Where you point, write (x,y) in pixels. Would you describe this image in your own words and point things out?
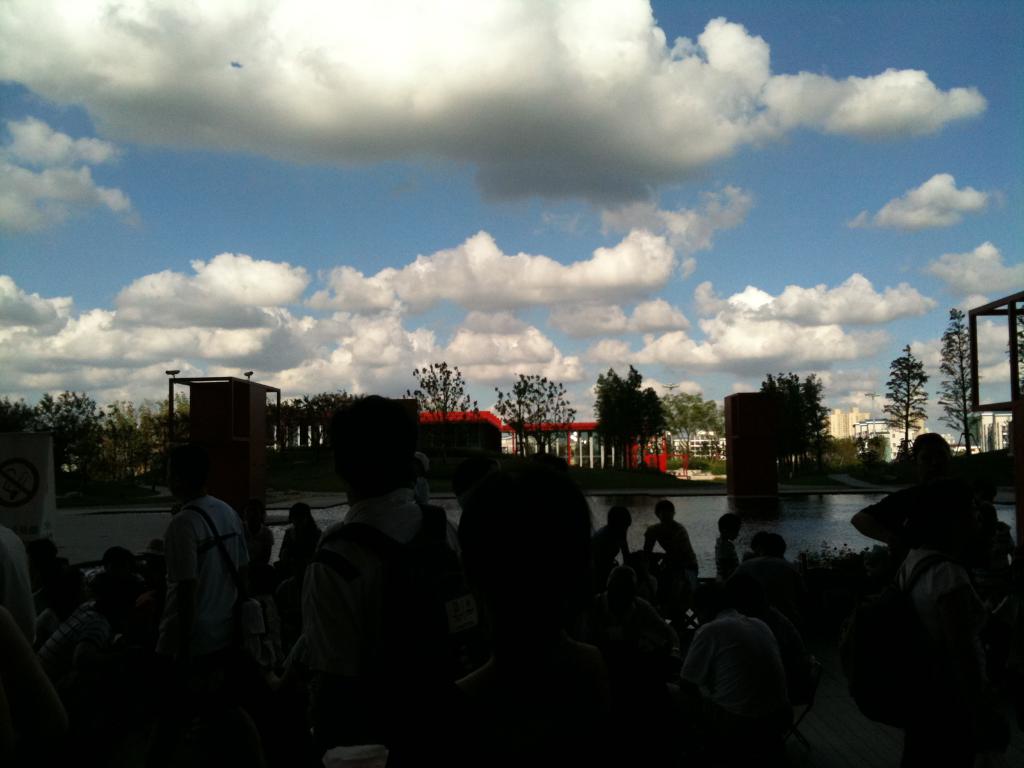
In the image there are many people (481,672) standing and sitting in the front (443,683) and behind them there is a lake (151,521) followed by buildings (890,431) and trees (291,428) in the background (933,422) and above its sky (571,151) with clouds (401,91).
